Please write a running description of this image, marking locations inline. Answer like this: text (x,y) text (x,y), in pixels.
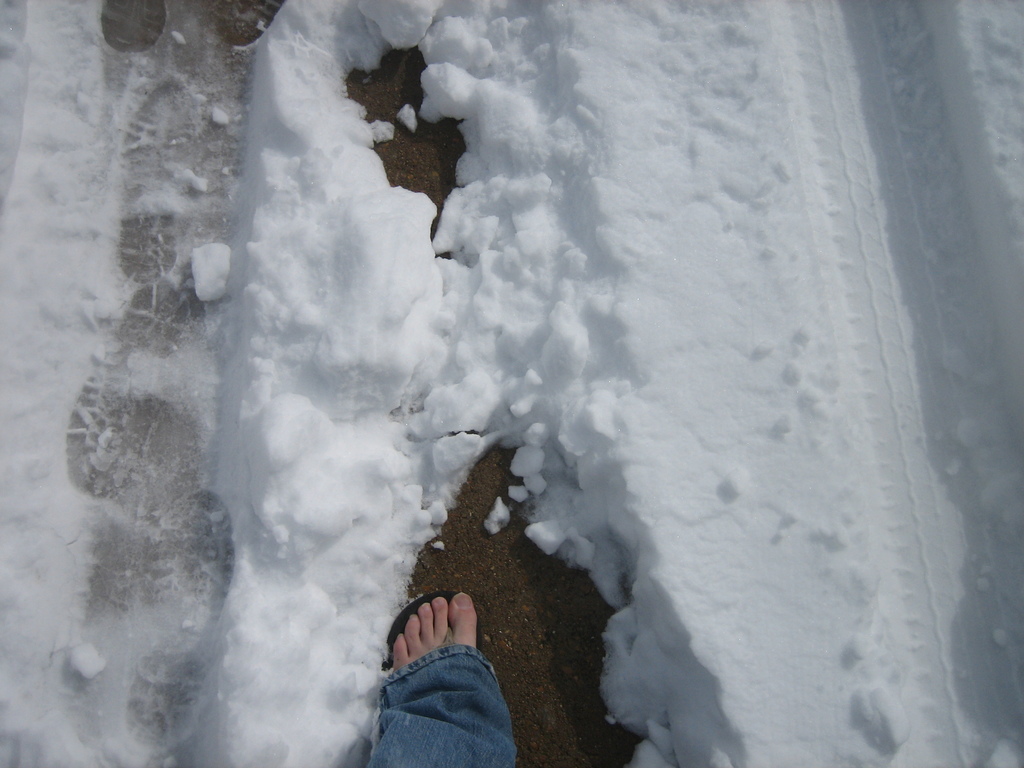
In this image there is leg (464,653) at the bottom (484,696). There are snow (374,413) around the leg (415,618).
